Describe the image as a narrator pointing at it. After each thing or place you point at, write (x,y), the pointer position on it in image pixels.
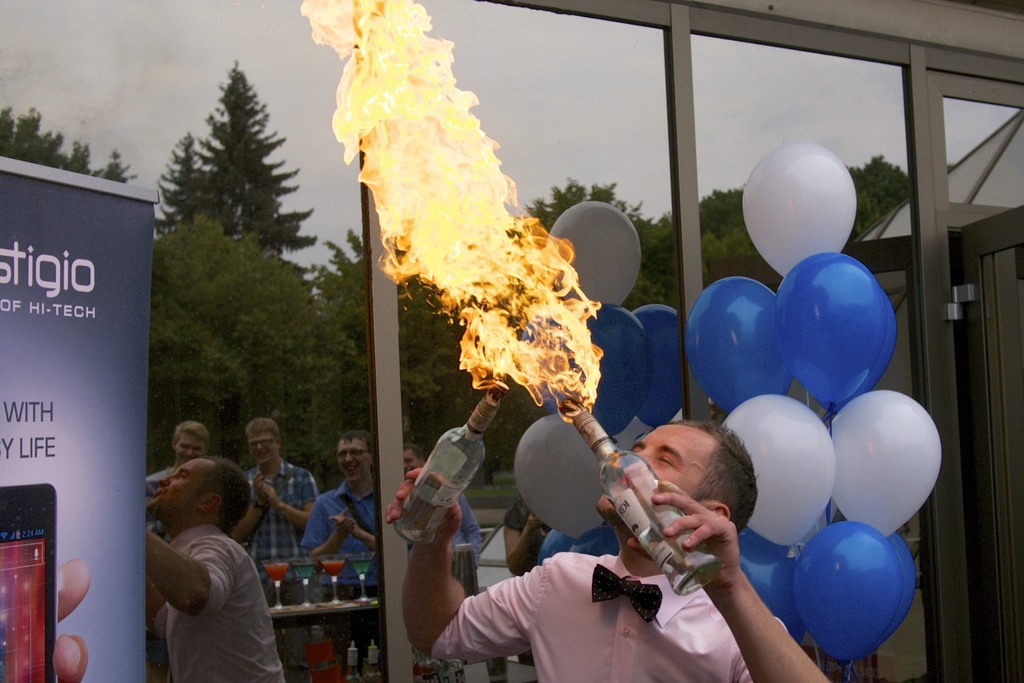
In the picture we can see a man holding a two bottles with fire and performing, back side we can see a balloons (798,418) and glass door (709,170) and we can also see some people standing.
